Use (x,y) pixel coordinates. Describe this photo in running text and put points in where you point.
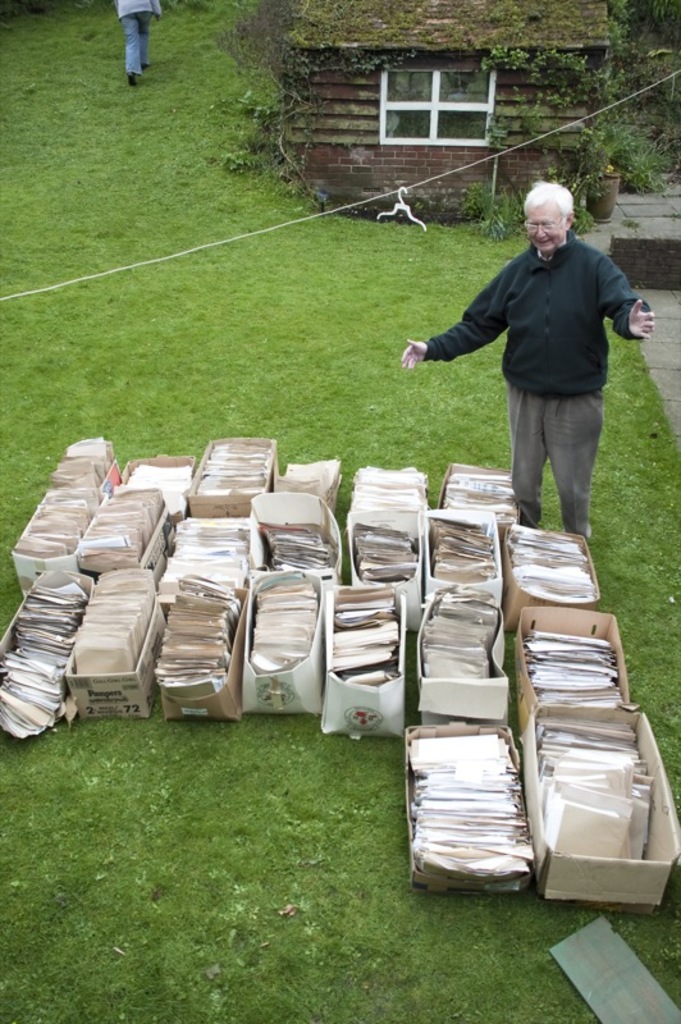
In this image I can see some objects (290,642) in boxes (110,696). In the background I can see two people (454,327) are standing on the ground (421,324). I can also see a window (460,91), flower pot (601,201), plants (617,177) and the grass (327,394).
